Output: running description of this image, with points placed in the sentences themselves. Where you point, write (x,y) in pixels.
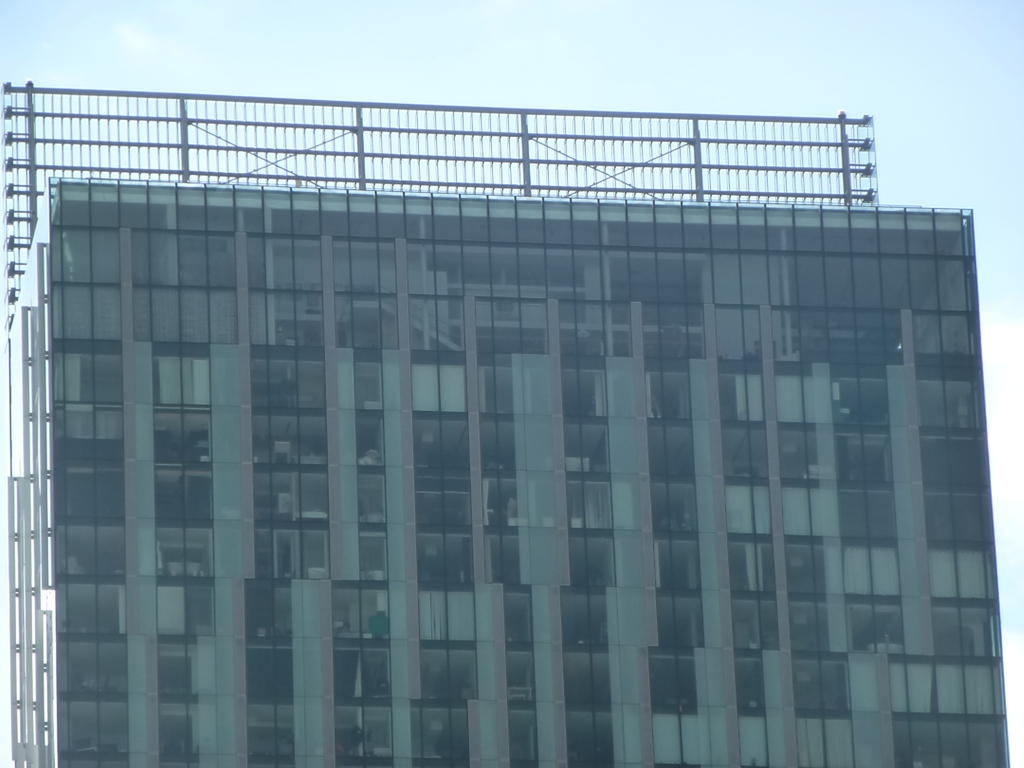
This image is taken outdoors. At the top of the image (233,66) there is a sky (696,77) with clouds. In the middle of the image (531,257) there is a building (392,675) with walls (644,511), windows (311,444), roofs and grills (373,130).
